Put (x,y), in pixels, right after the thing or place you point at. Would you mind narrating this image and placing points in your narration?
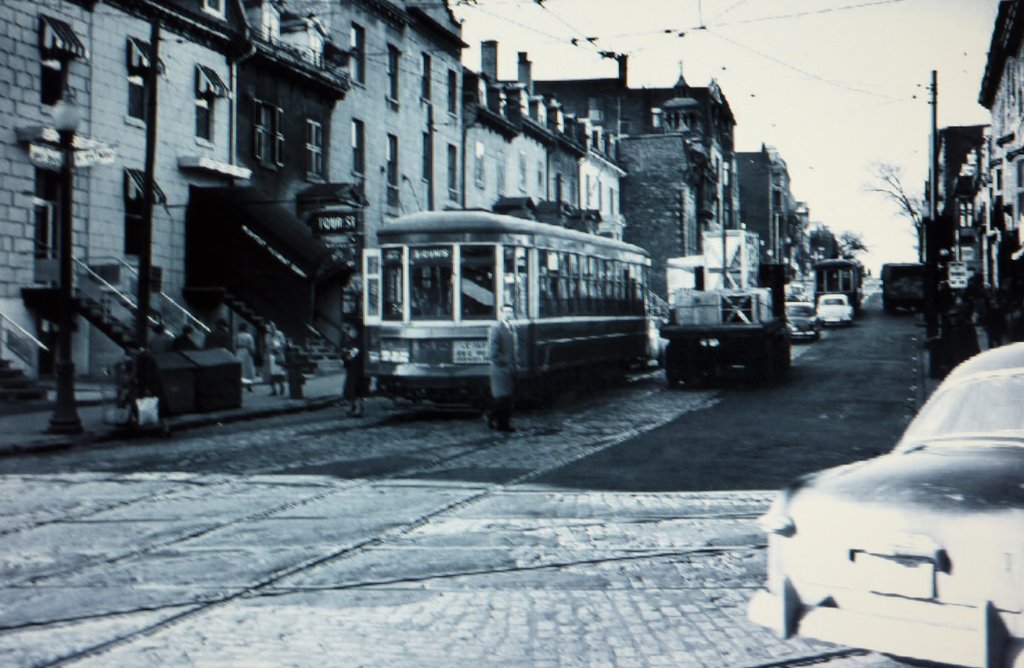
This is a black and white image. In the image on the road (640,379) there are few vehicles (809,547). On the footpaths (247,391) there are few people (246,371) and also there are poles (143,251) and some other things (183,360). There are buildings (183,114) with walls (668,193), windows (599,137) and roofs (997,72). And also there are poles (70,415) with wires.
